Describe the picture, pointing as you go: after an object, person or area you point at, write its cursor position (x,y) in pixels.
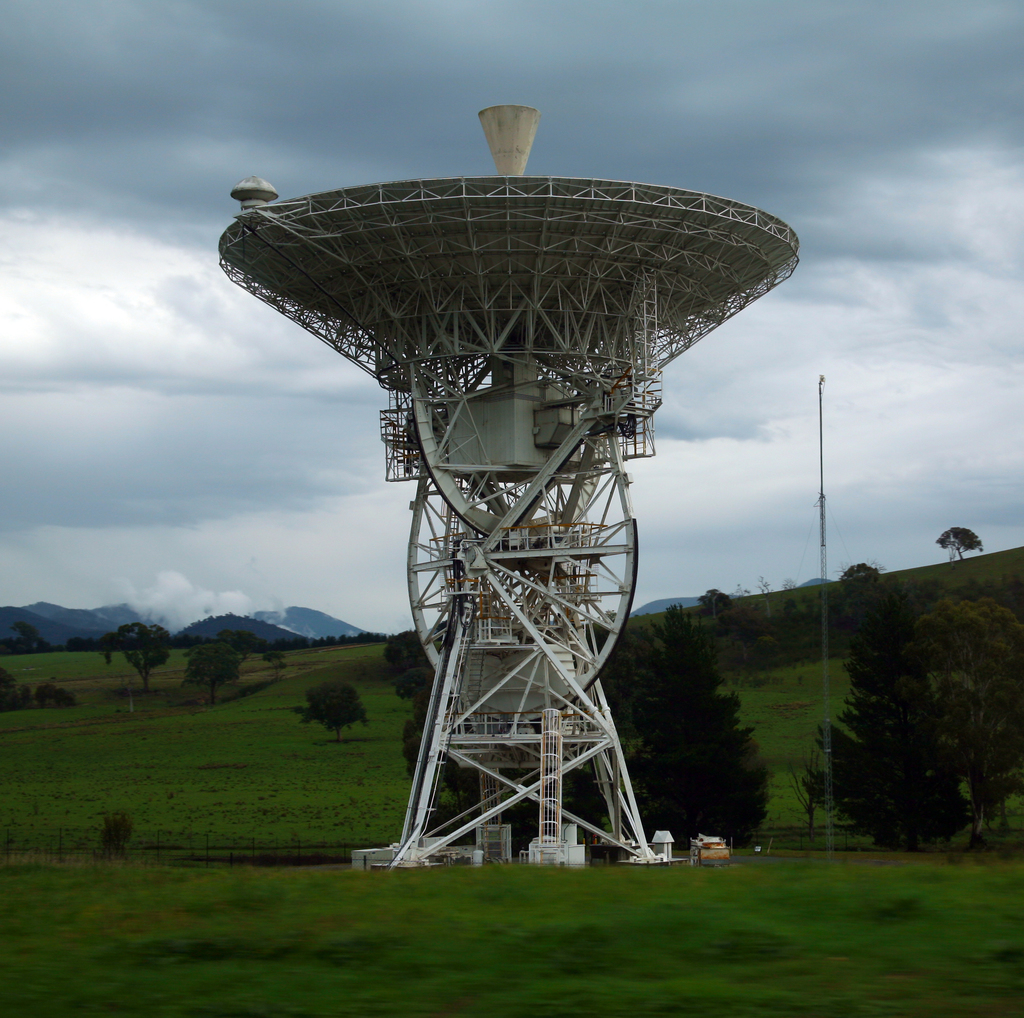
There is a tower (506,355) with rods (581,341). And it is on a grass lawn (611,874). In the background (709,729) there are trees (877,709), pole (825,540) and sky (754,452) with clouds (698,376). Also there are hills (223,619).
